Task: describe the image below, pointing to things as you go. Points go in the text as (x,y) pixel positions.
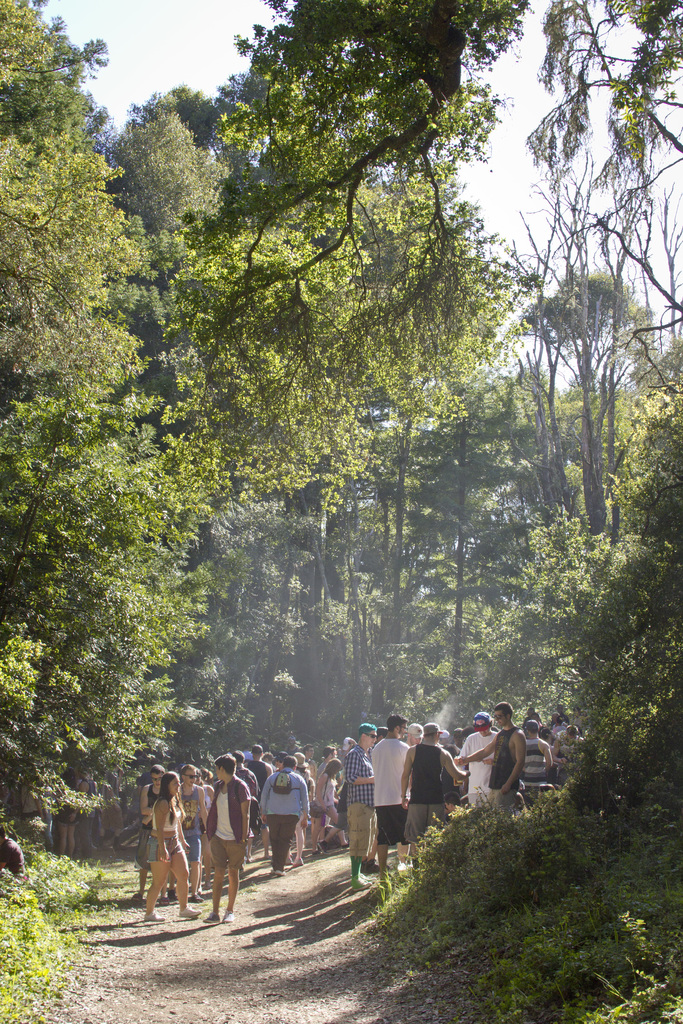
In the picture we can see a forest area (38,348) with trees (150,601) and a path (183,950) to it, we can see many people (453,752) are standing and talking and besides, we can see some plants (17,941) and in the background (476,195) we can see the sky (566,250).
